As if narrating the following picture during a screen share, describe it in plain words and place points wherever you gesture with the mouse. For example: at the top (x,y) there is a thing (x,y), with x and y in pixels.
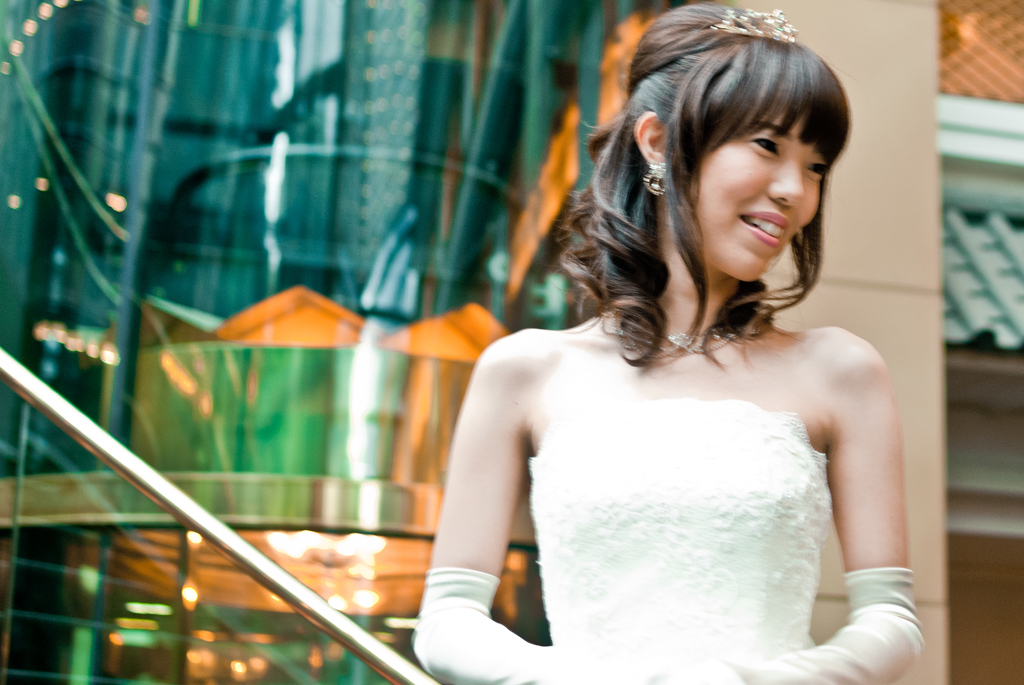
In this picture I can see a girl (696,437) wearing white dress (715,479), standing and smiling. And in the background (275,321) it looks like a building (282,249).
